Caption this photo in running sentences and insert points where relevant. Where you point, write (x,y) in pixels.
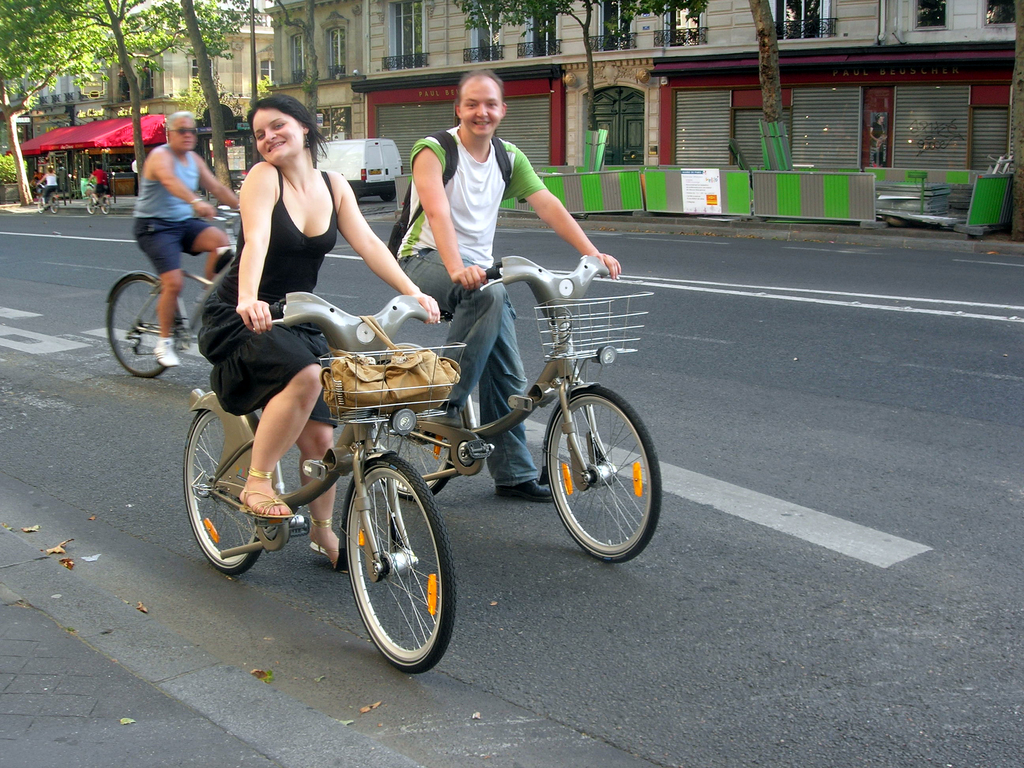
In this image we can see a five persons (480,85) riding bicycle (148,297) on the road (133,441). In the background (402,154) we can see a car (374,162), a house (361,112) and trees (90,34).
